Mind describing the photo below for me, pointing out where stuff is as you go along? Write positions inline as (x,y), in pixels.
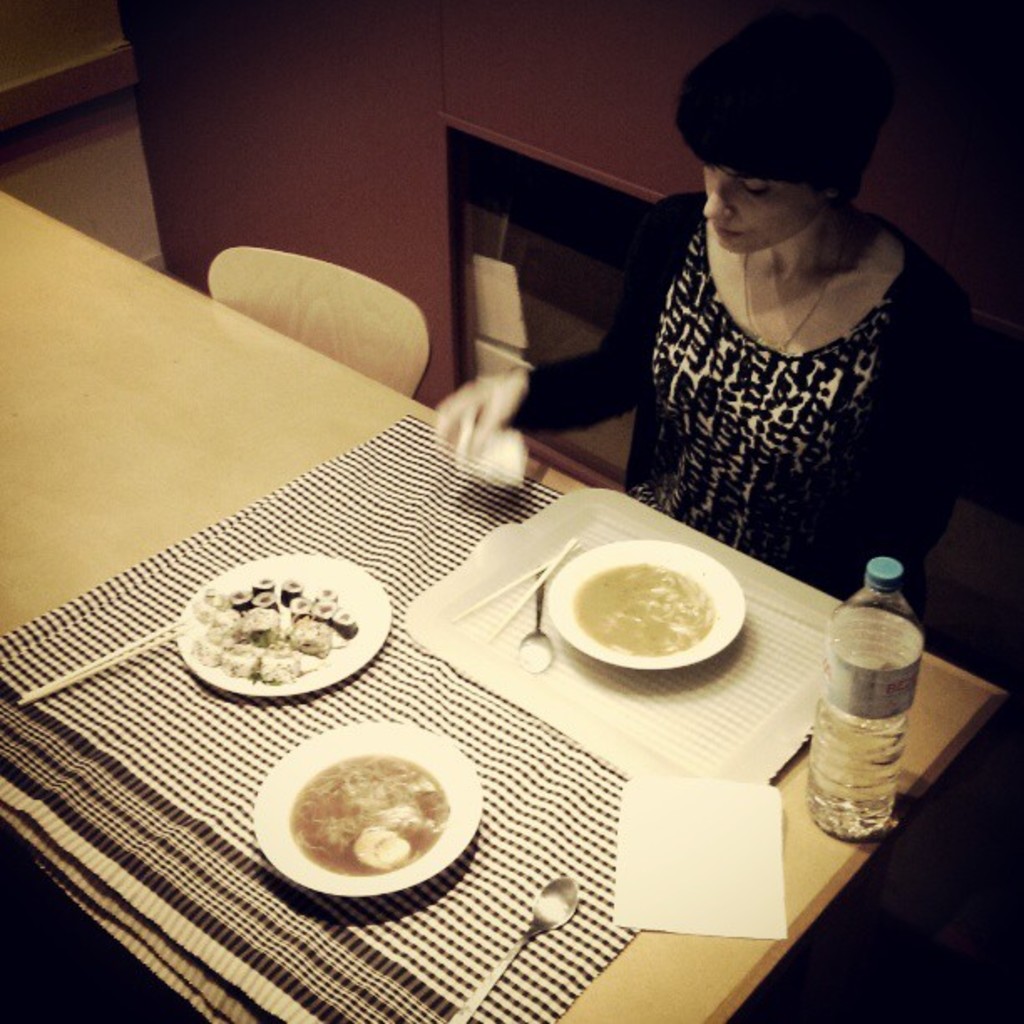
In this image I see a woman (896,435) and she is in front of a table (26,447) and there are 3 plates (447,832) and food (707,631) in it. I can also see there are spoons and chopsticks (546,574), a tissue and a water bottle (896,687). In the background (150,3) I see a chair (217,287) and the wall (600,12).
